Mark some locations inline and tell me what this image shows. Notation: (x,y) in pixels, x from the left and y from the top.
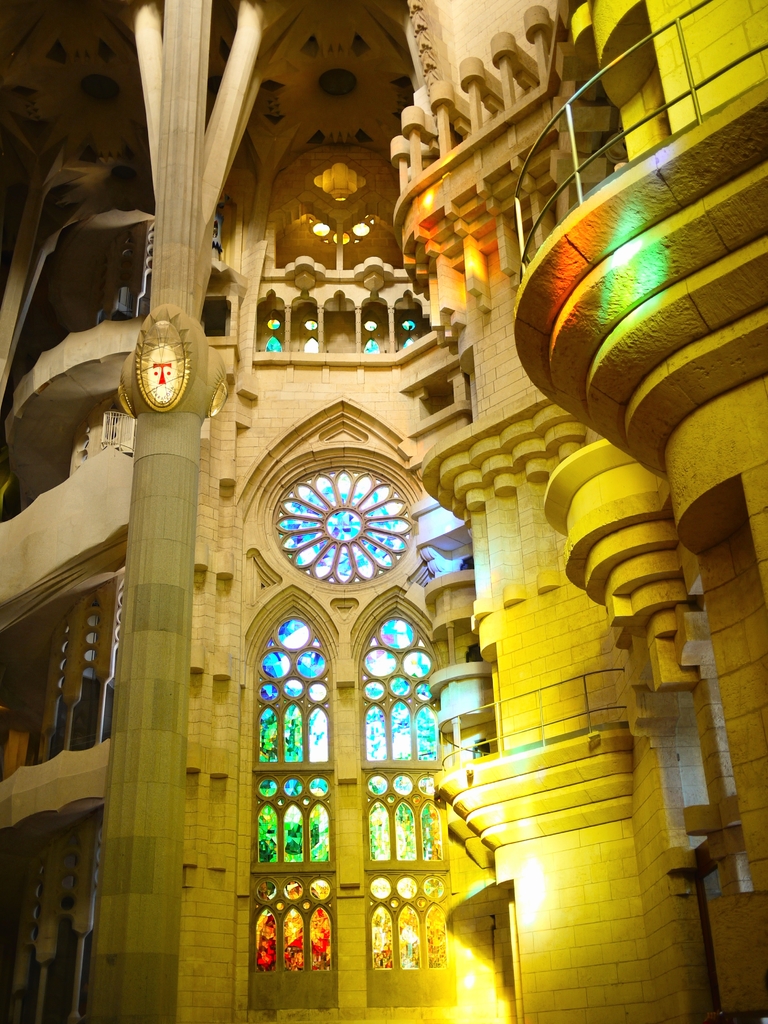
In this picture we can see a building (64,920), windows (433,834), lights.
